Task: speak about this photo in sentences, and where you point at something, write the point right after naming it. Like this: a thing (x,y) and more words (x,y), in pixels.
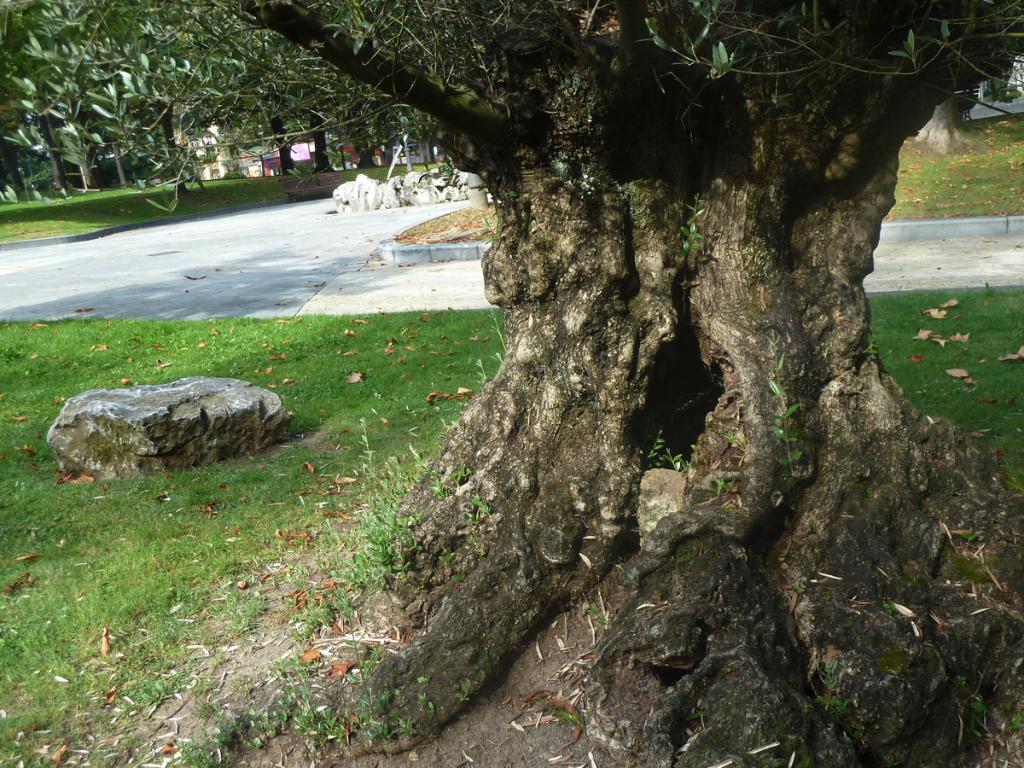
There is a tree trunk (485,423), rock (134,427), grass (428,386) and trees (22,160) at the back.
